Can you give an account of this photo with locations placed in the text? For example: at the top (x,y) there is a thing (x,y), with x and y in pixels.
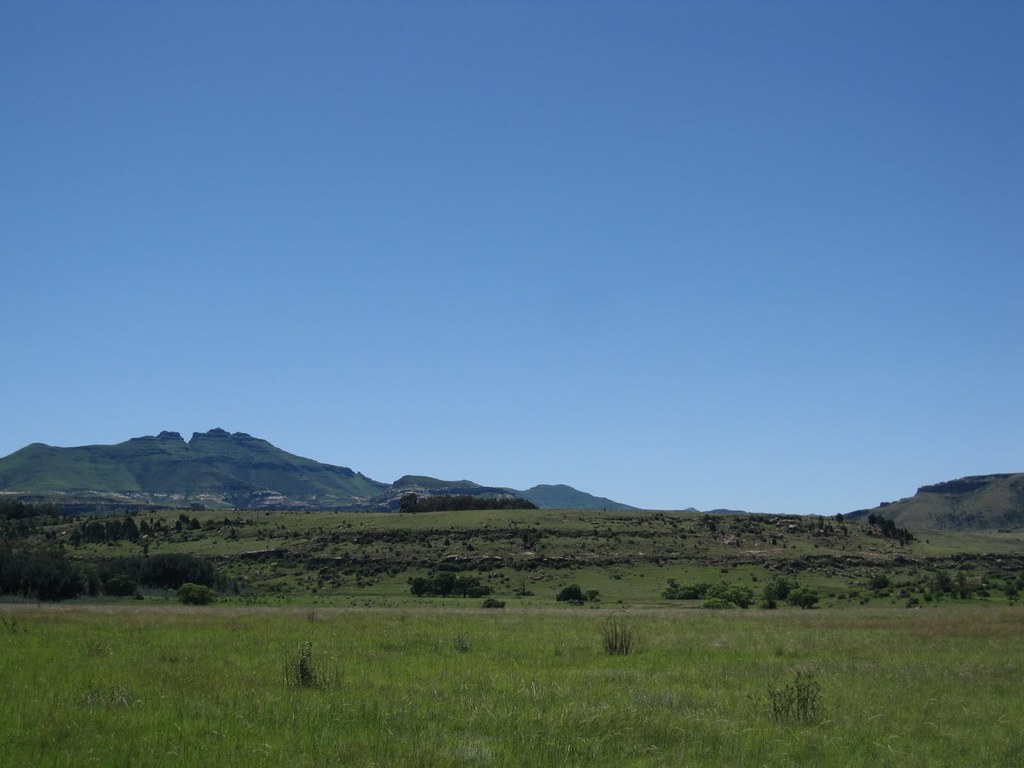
At the bottom of the image (316,705) there is grass (634,681). In the background of the image (305,533) there are mountains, trees (44,523). At the top of the image (159,237) there is sky (400,318).
